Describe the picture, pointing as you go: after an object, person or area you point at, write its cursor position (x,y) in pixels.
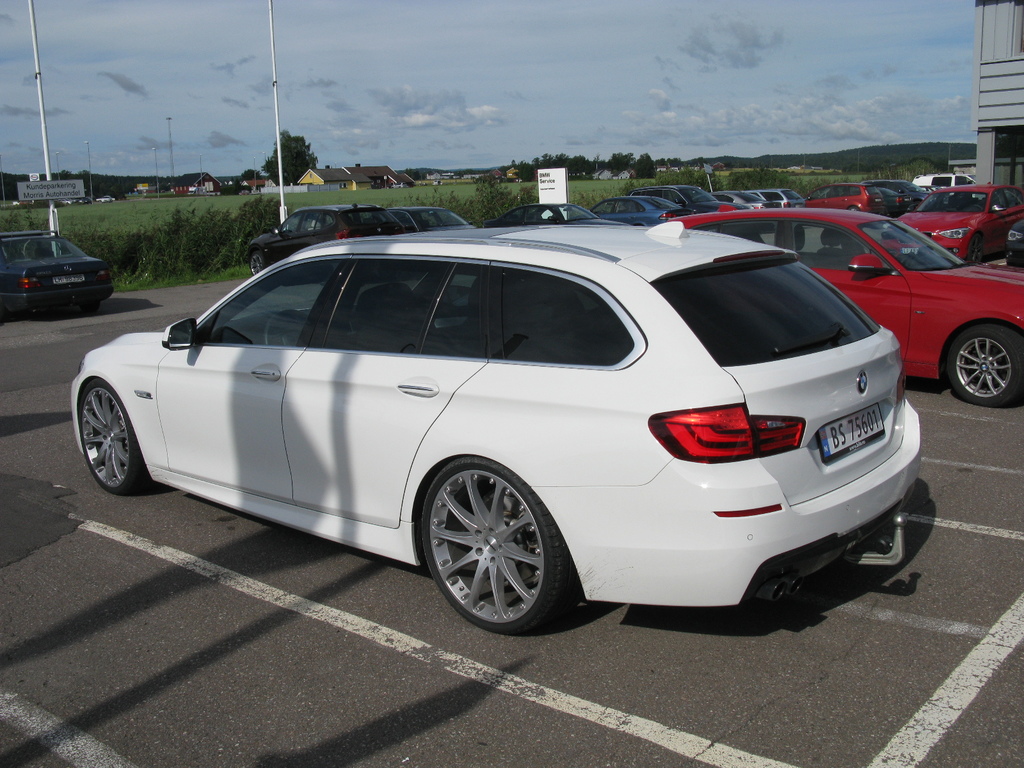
In this image there are a few vehicles (705,334) on the road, buildings (213,182), trees (228,187), plants (273,211), grass (244,196), lights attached to the poles (43,144) and a frame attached to one of the poles (57,223), a sign board (59,186) and some clouds (407,143) in the sky (115,144).
